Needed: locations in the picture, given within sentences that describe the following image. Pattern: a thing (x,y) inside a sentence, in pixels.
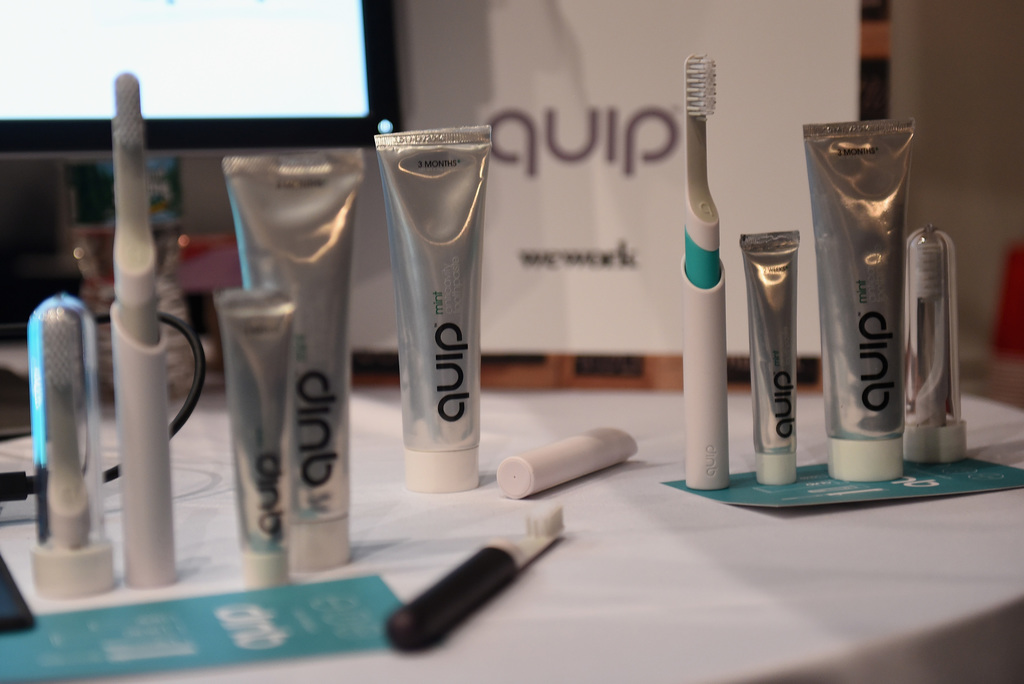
In this picture we can observe some toothpastes (346,348) on the white color table (517,409). In the background (207,90) we can observe a screen (207,90).
